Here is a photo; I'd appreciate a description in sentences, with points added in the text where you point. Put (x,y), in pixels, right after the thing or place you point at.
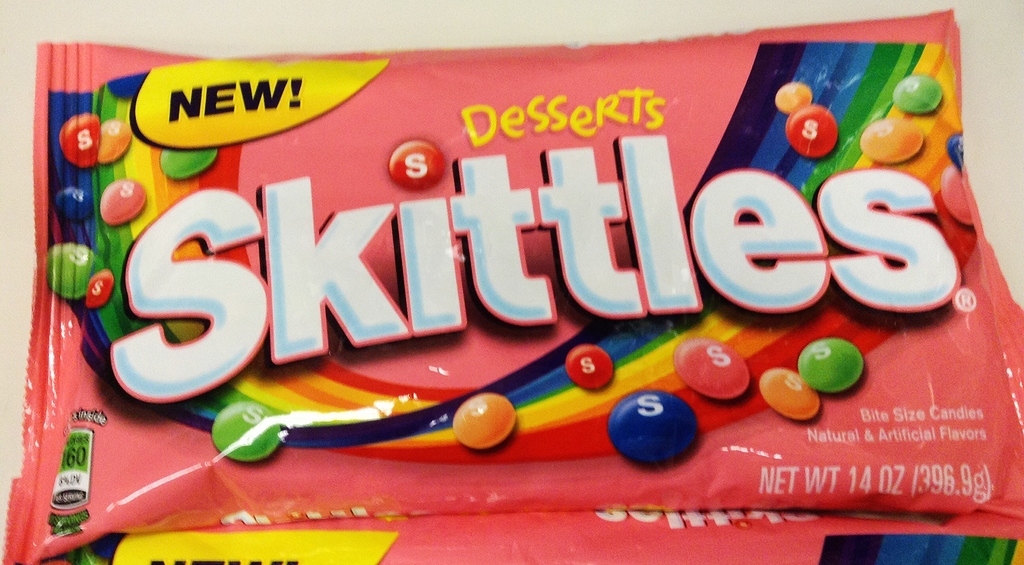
In this image there is a food packet (347,467). There are numbers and text (643,228) on the food packet (270,297).
